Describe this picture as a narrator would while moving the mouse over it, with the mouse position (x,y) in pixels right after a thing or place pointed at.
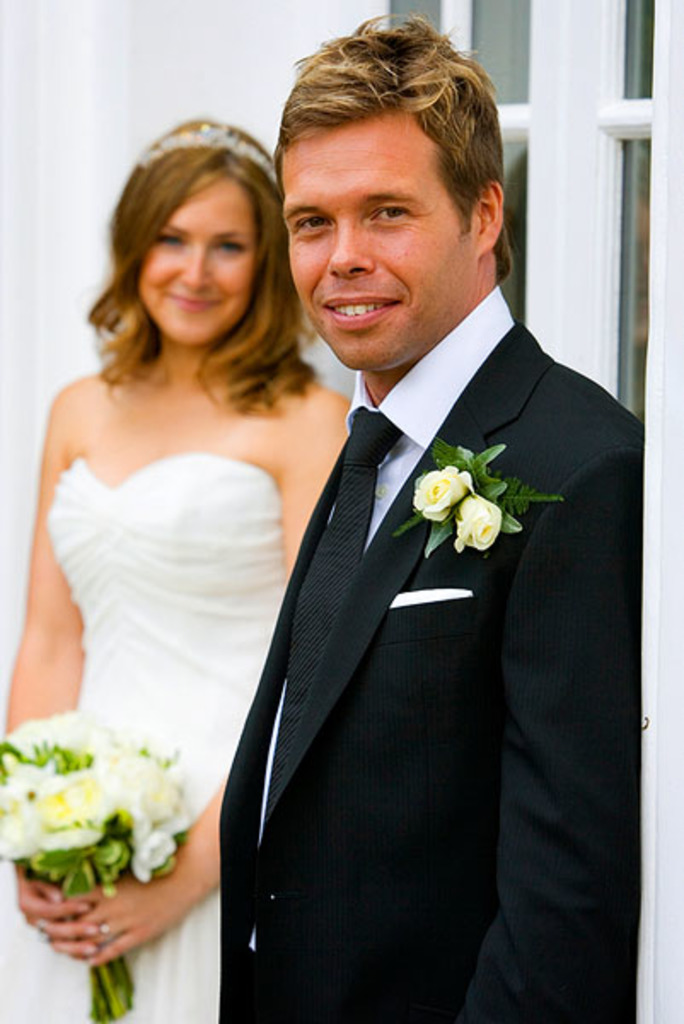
This is the man (325,670) and woman (179,337) standing and smiling. This man (369,732) wore a suit (386,551), tie (363,468) and shirt (407,400). These are the flowers (467,509) attached to the suit (450,676). This woman (131,896) is holding a flower bouquet (123,809) in her hands (152,899). She wore a white frock (176,555) and a crown (207,139). This looks like a door (536,121).
